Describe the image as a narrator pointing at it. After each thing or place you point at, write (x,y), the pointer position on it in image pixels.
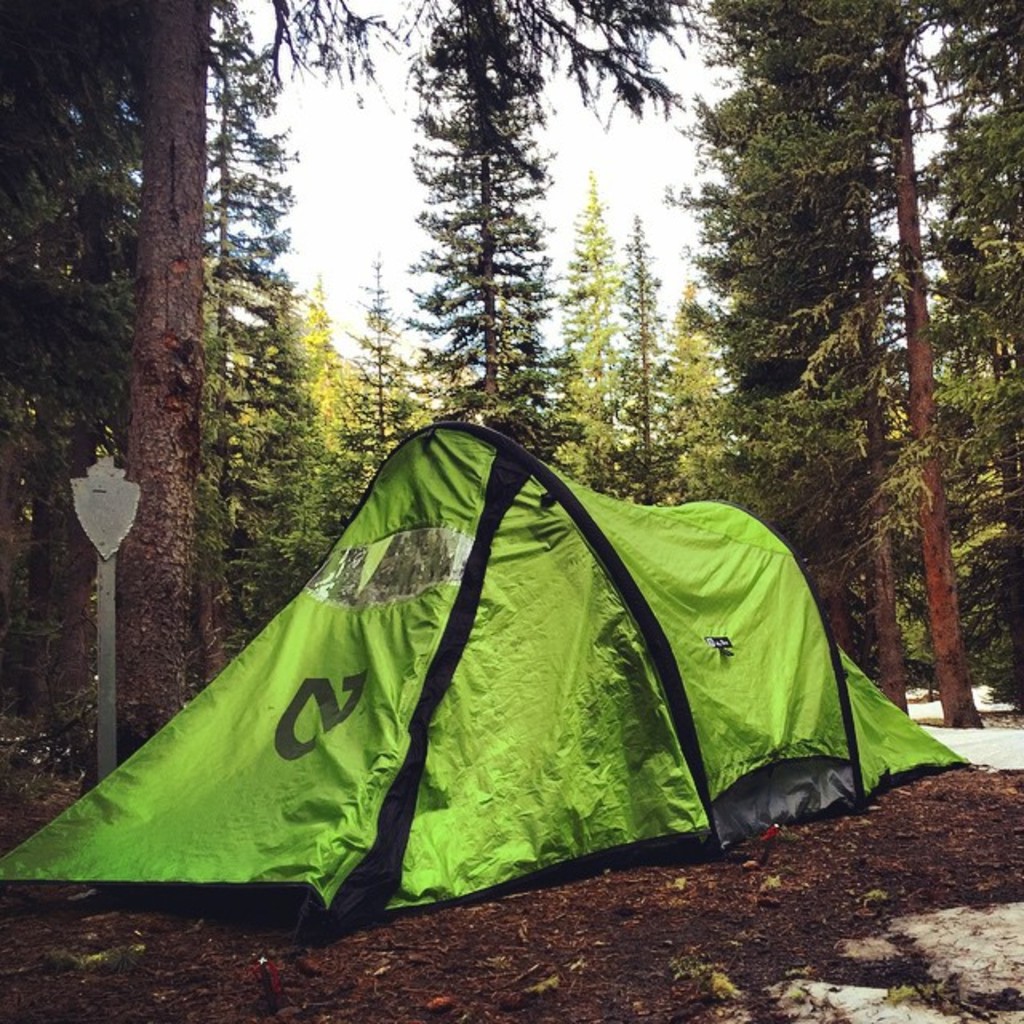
In the image there is a hiking tent (434,698) on the ground (770,1008) and around that tent (184,768) there are many tall trees (688,394).
